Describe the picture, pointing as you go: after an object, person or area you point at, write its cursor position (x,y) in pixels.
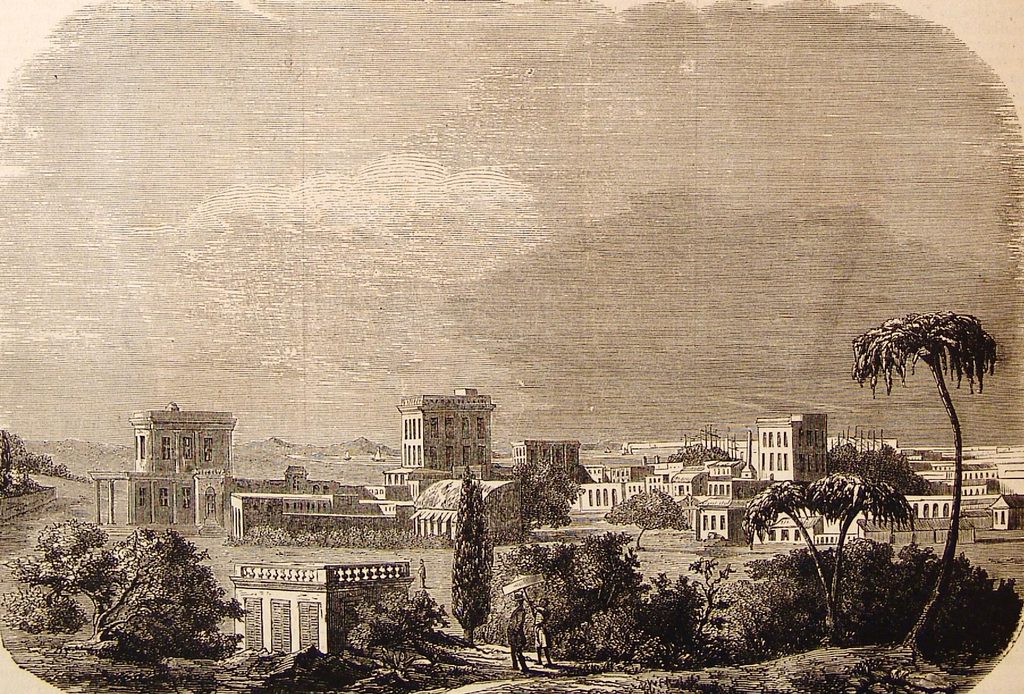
In this image I can see the trees (608,602). In the background (509,505), I can see the buildings (490,486) and the sky (415,191).
